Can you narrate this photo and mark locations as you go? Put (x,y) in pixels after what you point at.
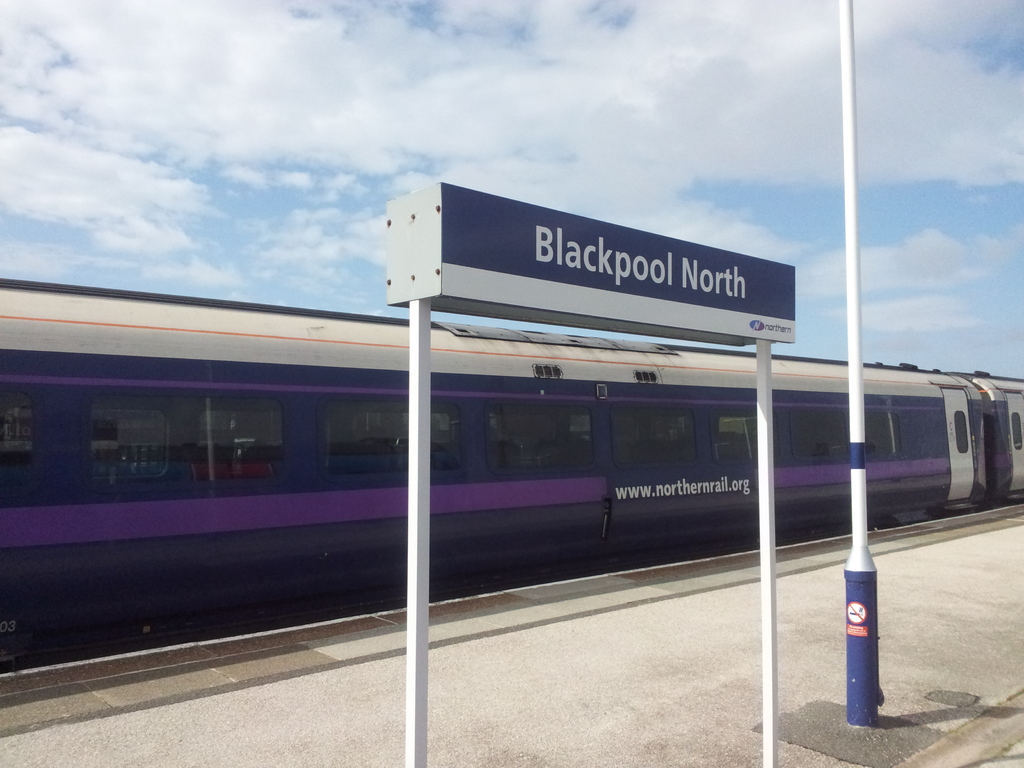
In this image we can see a locomotive (525,440), platform (759,604), name board (640,270), pole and sky (1013,319) with clouds (716,37).
